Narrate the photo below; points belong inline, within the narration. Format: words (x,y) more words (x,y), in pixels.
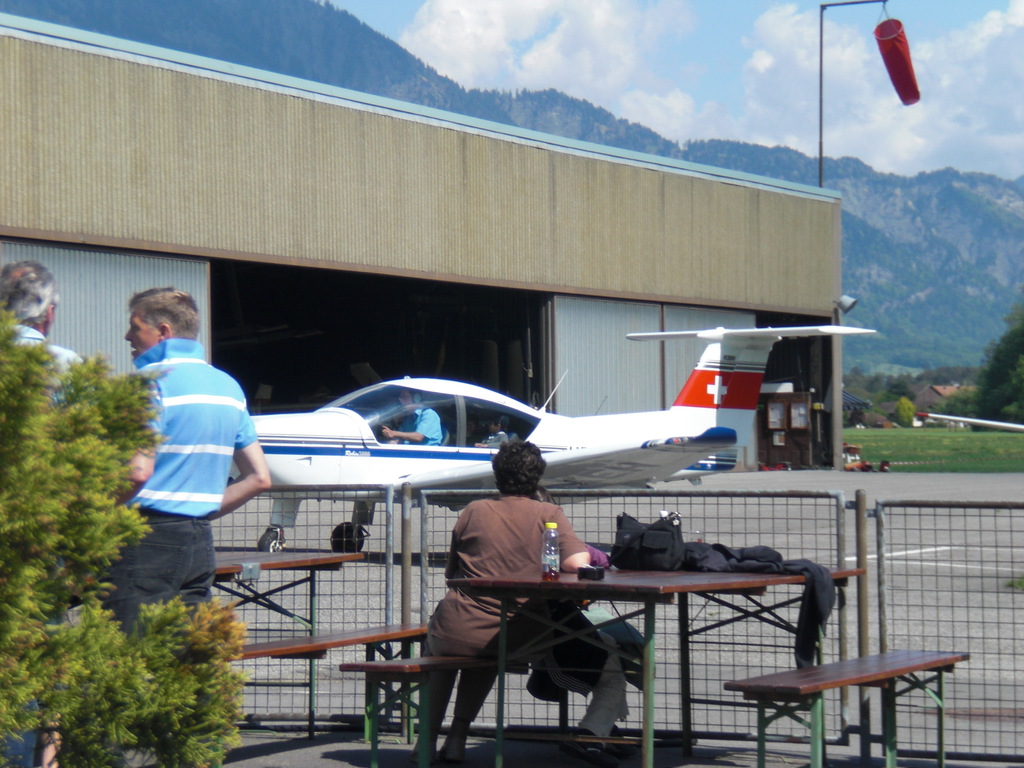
In this image i can see 2 men (193,457) standing behind the tree (96,585) and a woman (449,611) sitting on the bench (418,670) in front of a table (534,580). On the table (572,577) i can see a bottle (549,524), a bag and a jacket (744,558). In the background (418,429) i can see a railing (774,532), a aircraft (451,429) and a person (406,421) in it, a shed (374,201), few mountains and the sky (676,44).
